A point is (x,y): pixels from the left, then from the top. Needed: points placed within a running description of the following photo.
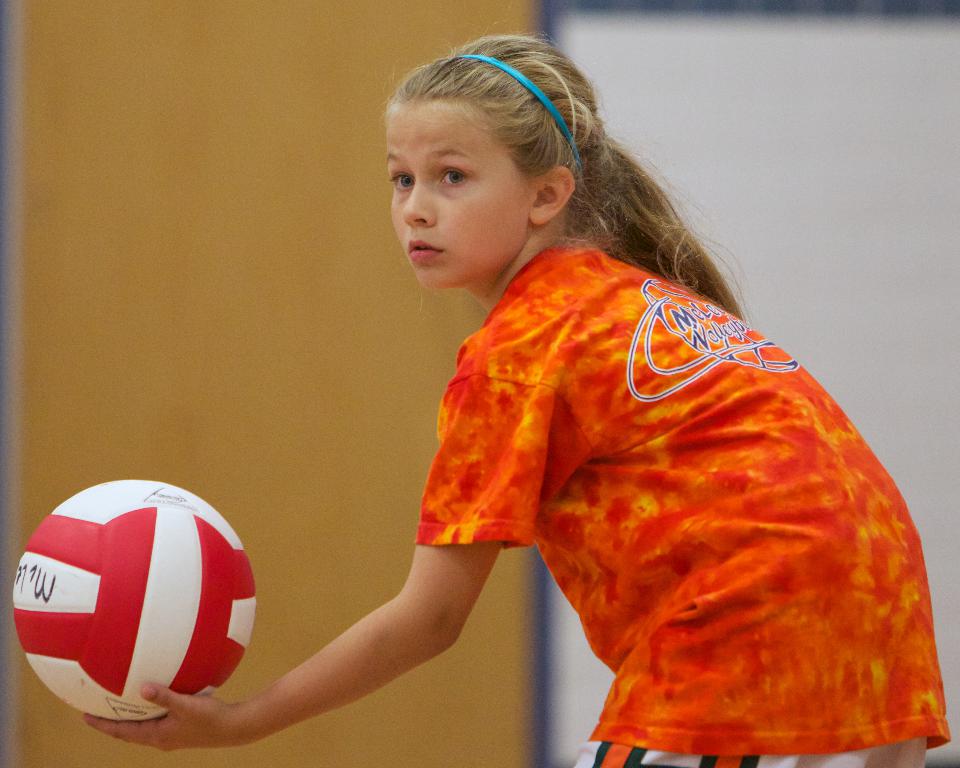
there is a girl (389,619) holding a ball (106,677).
